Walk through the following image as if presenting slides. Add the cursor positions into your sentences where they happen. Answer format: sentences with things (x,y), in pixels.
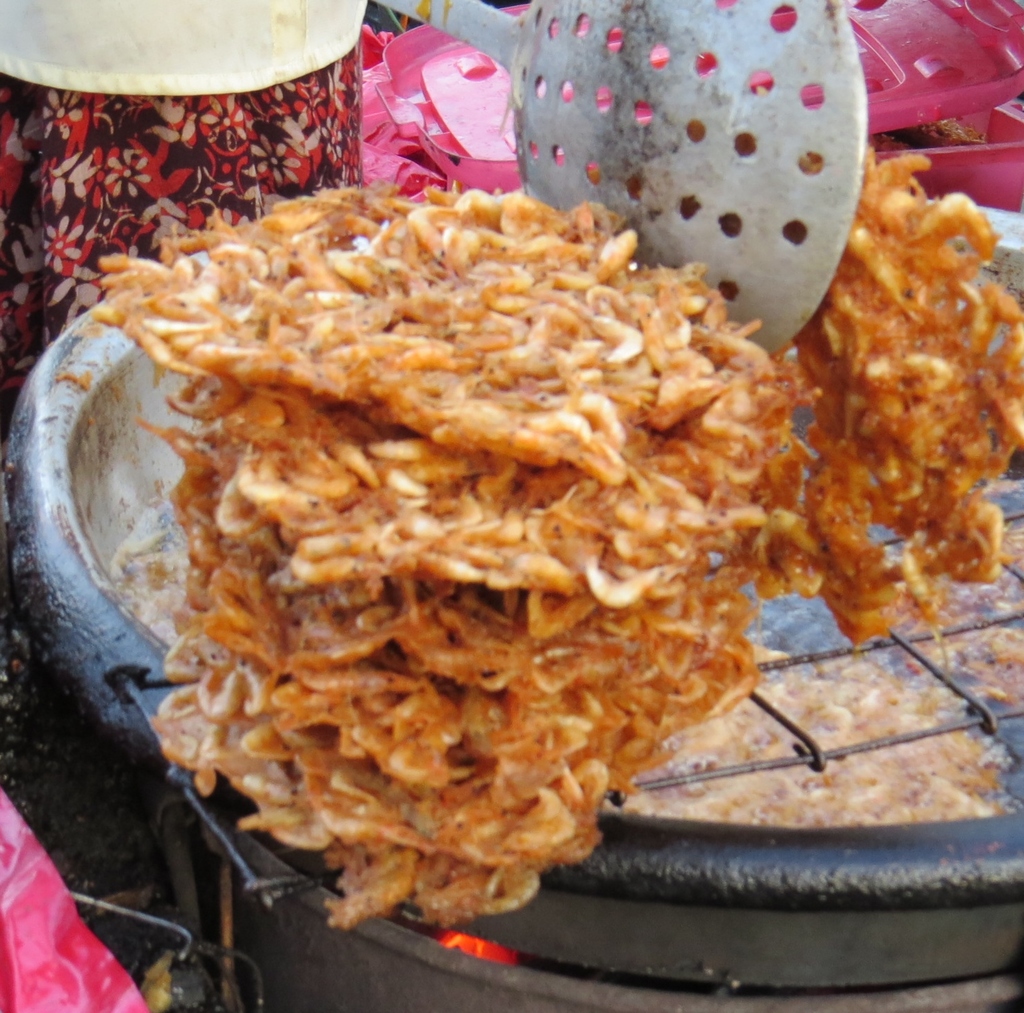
In this image I can see the food (461,440) on the grill (696,773). In the background (208,163) I can see the dress (189,172) and the pink color objects (875,67). I can see the ash color spoon (633,185).
